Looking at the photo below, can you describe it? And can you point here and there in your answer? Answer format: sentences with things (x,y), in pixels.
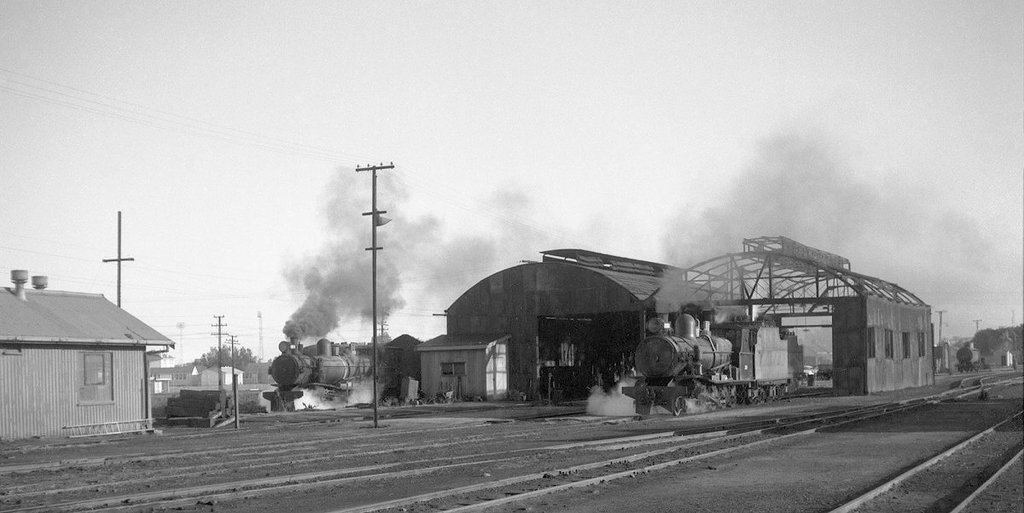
In this image I can see two trains (685,356) on the railway track (572,418). We can see house (56,375) and current poles (375,261). Back I can see shed (631,308) and smoke (383,274). The image is black and white. We can see trees (230,352).
